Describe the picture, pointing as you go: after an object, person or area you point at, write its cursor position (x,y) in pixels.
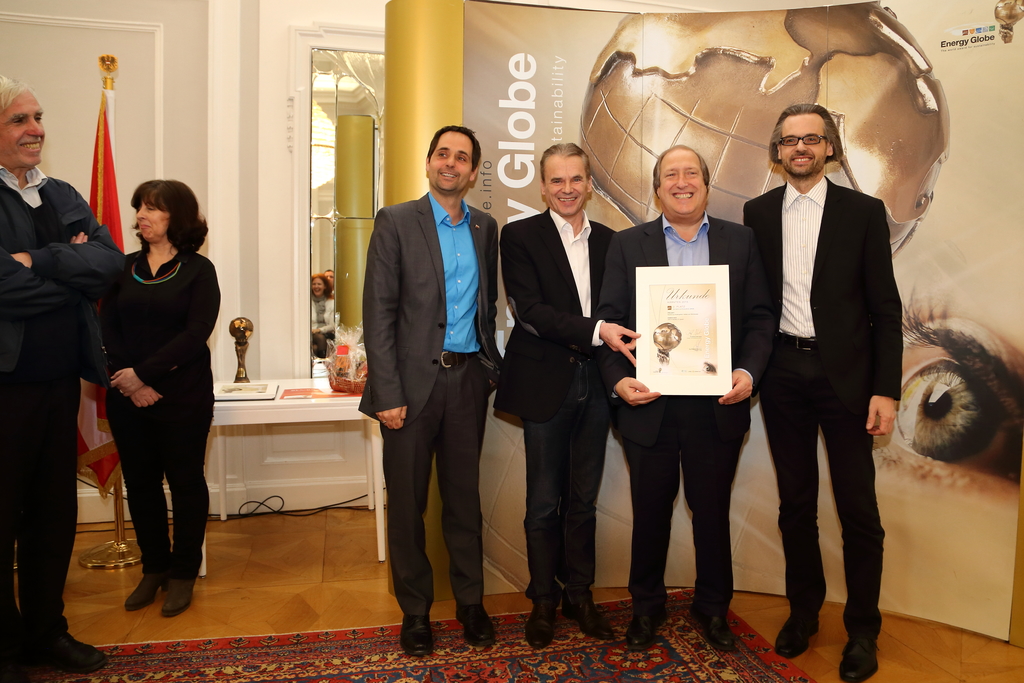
In this image there are many people (504,363). Here four people (873,273) are standing they all are smiling. This person (686,254) is holding a certificate (685,382). In the background (658,139) there is a banner (877,93). Here there is a flag (104,397). On the table (229,408) there are few books (304,391), basket (338,361). On the floor (248,631) there is a carpet (530,661).
